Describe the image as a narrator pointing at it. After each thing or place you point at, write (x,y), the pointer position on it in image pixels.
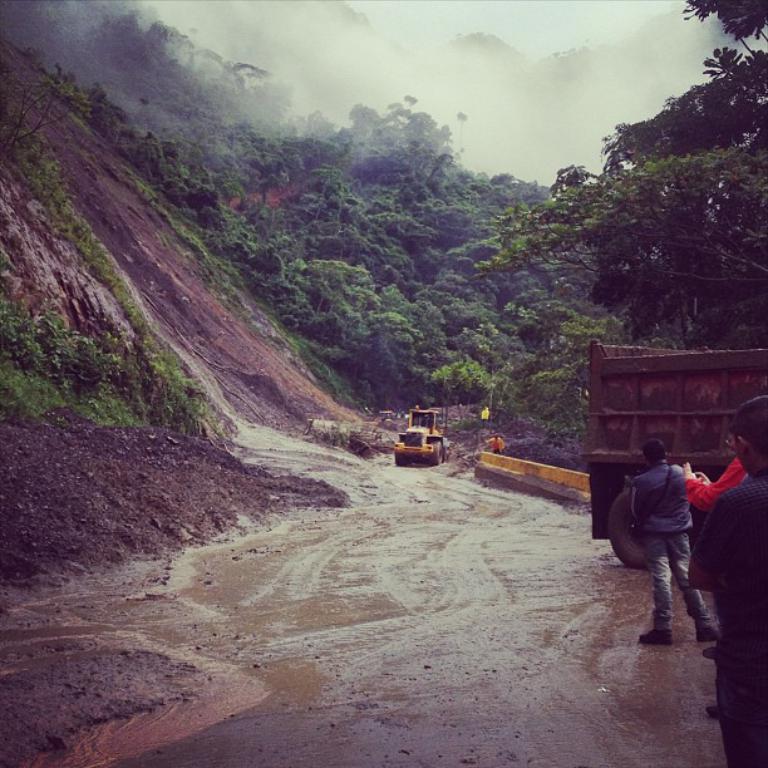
In this image we can see a few people (737,680) and there are two vehicles (724,373) on the road (502,605). We can see the mountains (11,266) and trees (239,161) and at the top (362,74) we can see the cloudy sky (367,68).
